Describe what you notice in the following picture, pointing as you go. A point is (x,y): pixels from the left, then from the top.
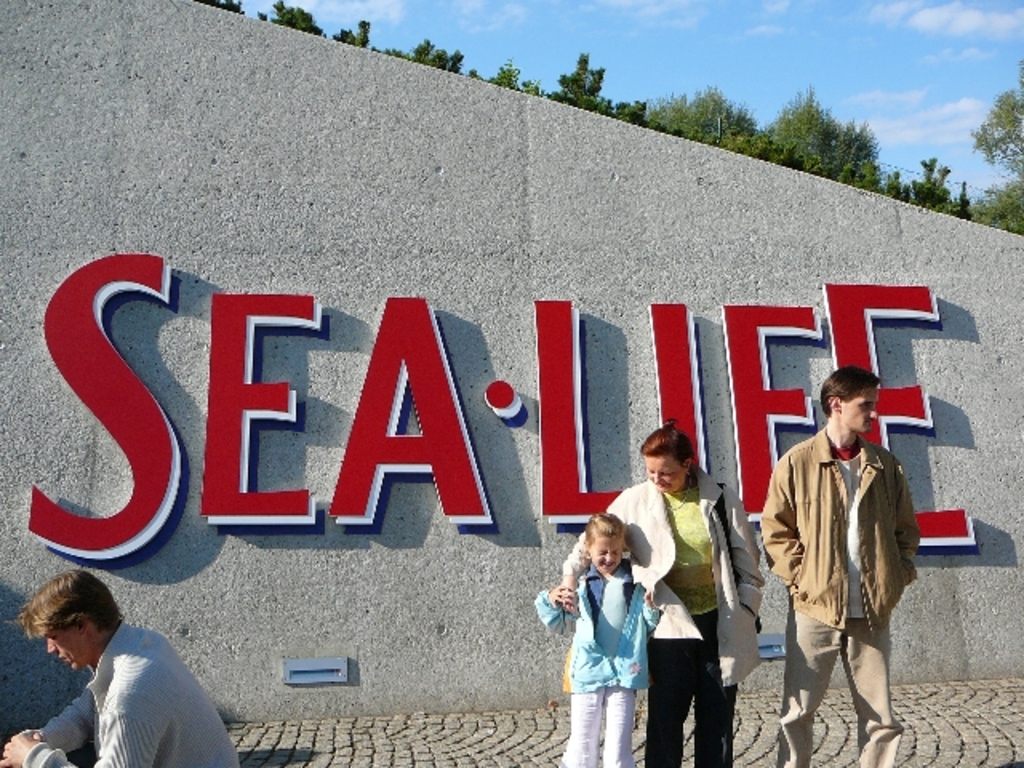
In this picture we can see a group of people (866,634) standing on a platform (268,730), wall (526,689) with a name (169,447) on it, trees (934,206) and in the background (939,51) we can see the sky (738,65) with clouds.
